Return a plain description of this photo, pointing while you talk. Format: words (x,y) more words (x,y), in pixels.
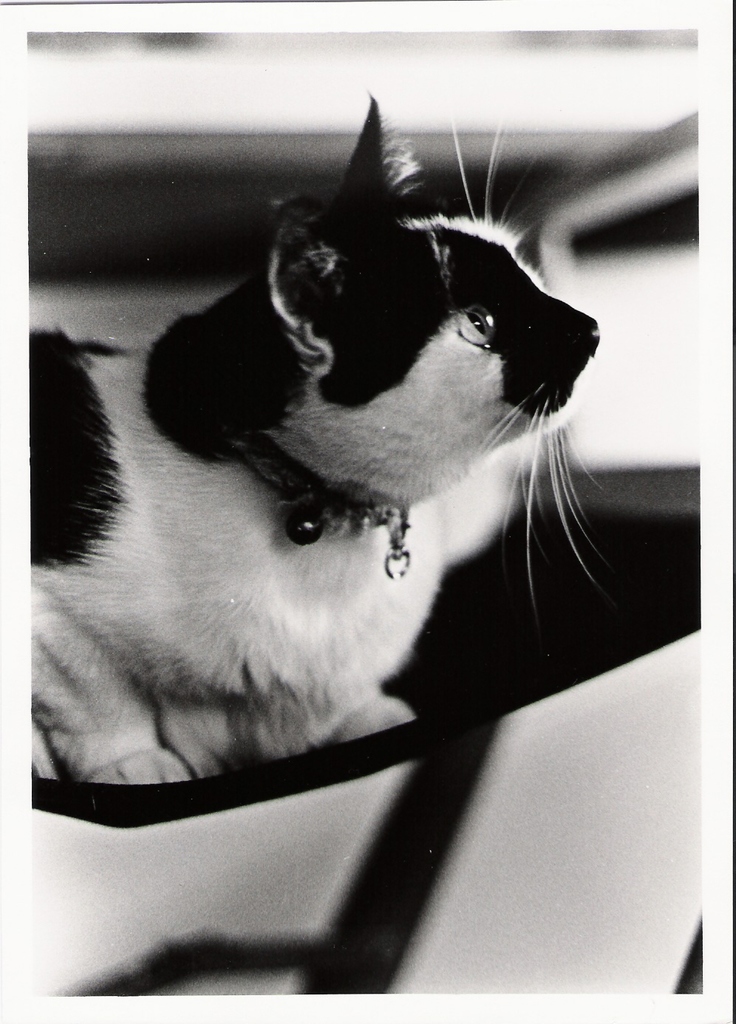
This is a black and white pic. We can see a cat (324,421) and other objects (268,458).
